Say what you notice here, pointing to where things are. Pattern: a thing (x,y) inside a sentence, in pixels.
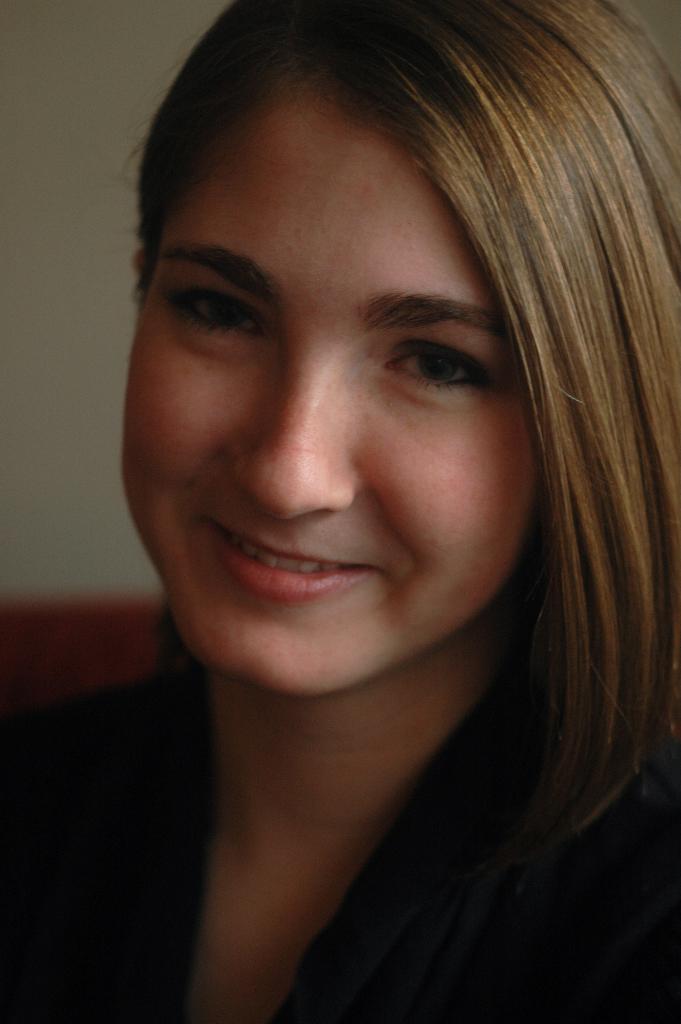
In this picture there is a woman (214,618) smiling. In the background of the image (53,432) we can see wall (66,496).
